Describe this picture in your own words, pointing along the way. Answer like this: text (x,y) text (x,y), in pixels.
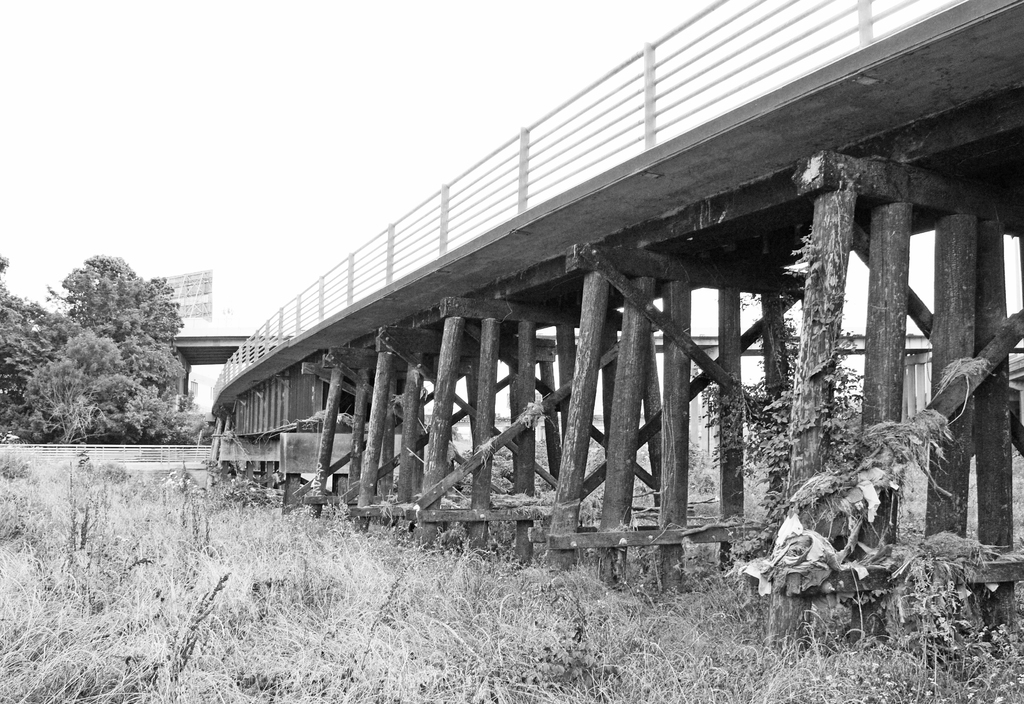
In this picture we are looking at one bridge (1022,68) and this bridge (443,222) look like old and all this are wood (961,319) from here left side (285,492) to till right side (952,512) all this are wood (467,370). And this bottom one are grass (169,694).
